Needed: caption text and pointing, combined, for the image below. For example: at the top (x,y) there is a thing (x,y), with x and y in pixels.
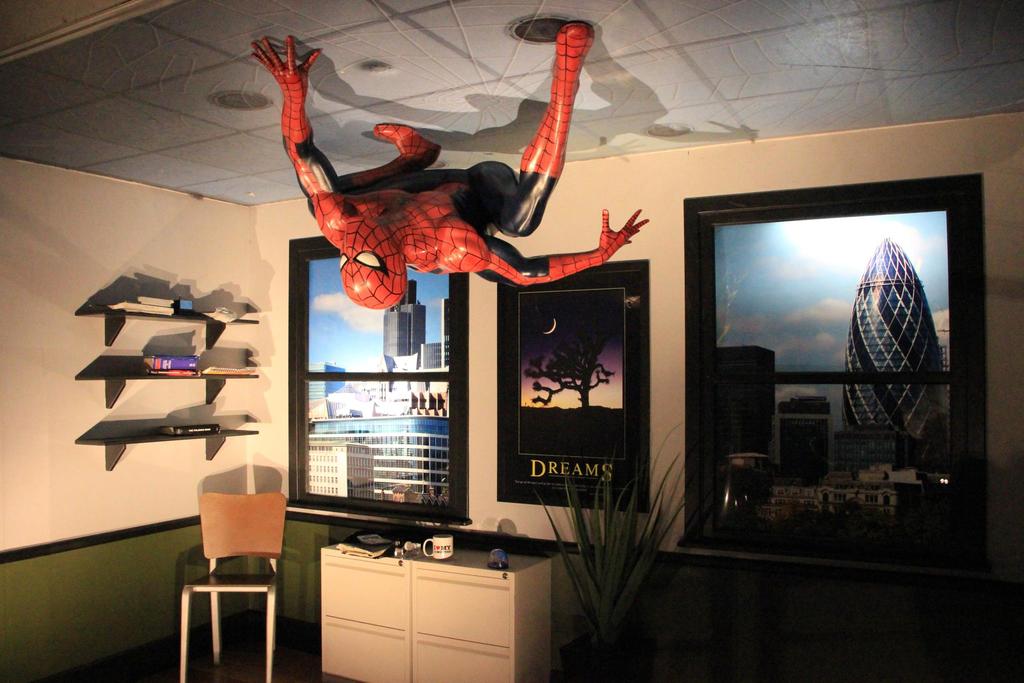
In this image we can see inside view of a room (704,501). In the center of the image (517,423) we can see three photo frames (517,423), a cupboard (378,610) with a cup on it, a plant (588,595) placed on the ground (298,665), a chair (248,545). To the left side of the image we can see several items (151,372) placed on the racks (184,439). In the background (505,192) we can see spider man (492,197) on the ceiling (631,55).
